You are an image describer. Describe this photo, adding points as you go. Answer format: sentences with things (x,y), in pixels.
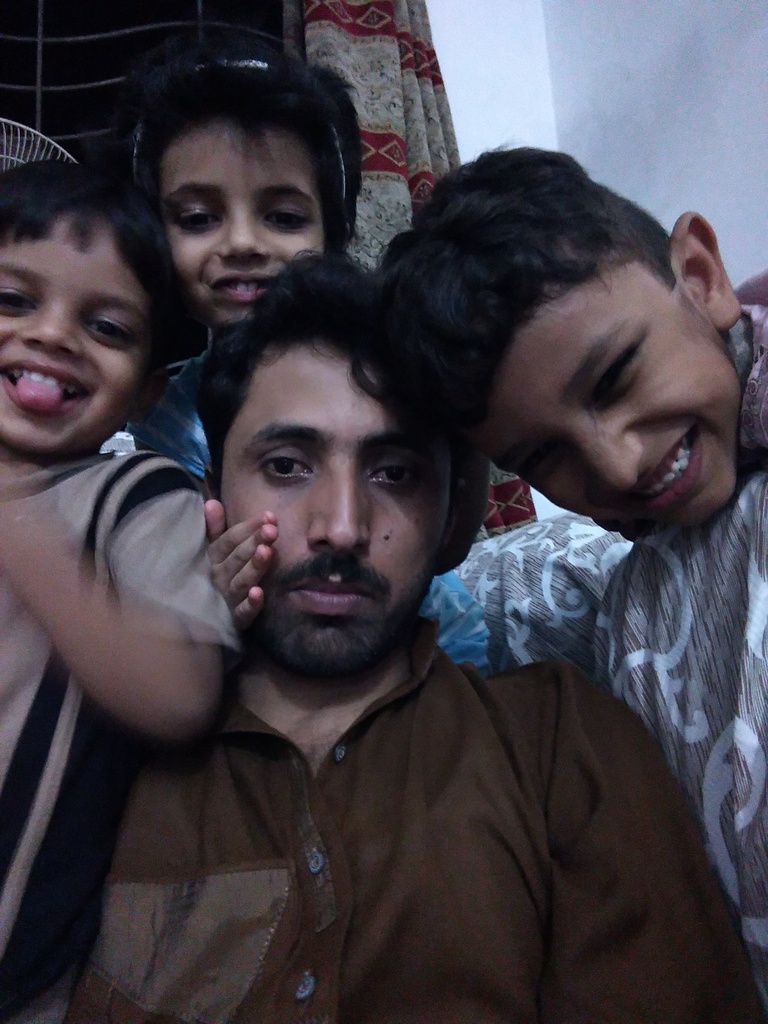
In this image there are four persons (279,272). At the background (161,16) there is a window (233,16) and window curtains (372,56) were attached to it.
